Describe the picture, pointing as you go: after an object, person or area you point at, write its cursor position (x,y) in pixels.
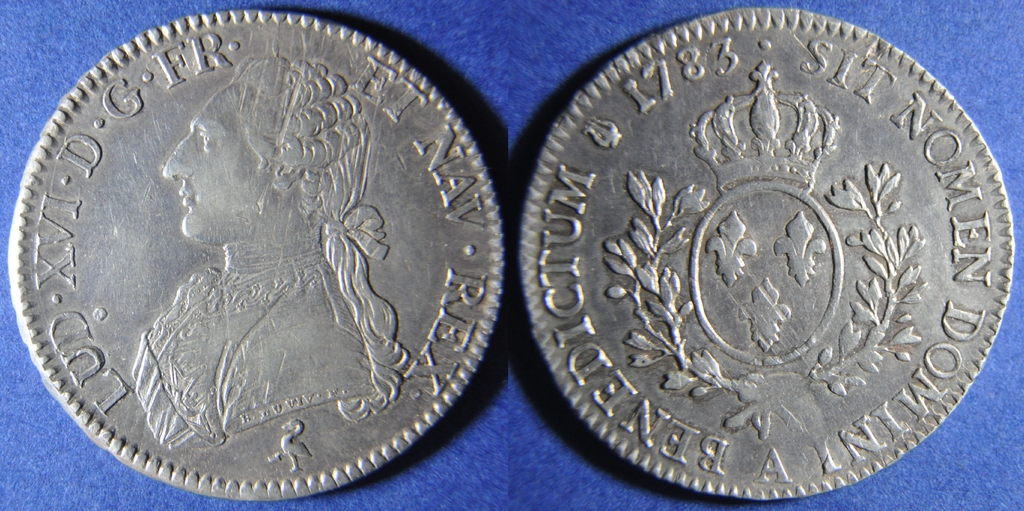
In this image there are two coins (292,175) one beside the other on the blue colour floor (512,38).
